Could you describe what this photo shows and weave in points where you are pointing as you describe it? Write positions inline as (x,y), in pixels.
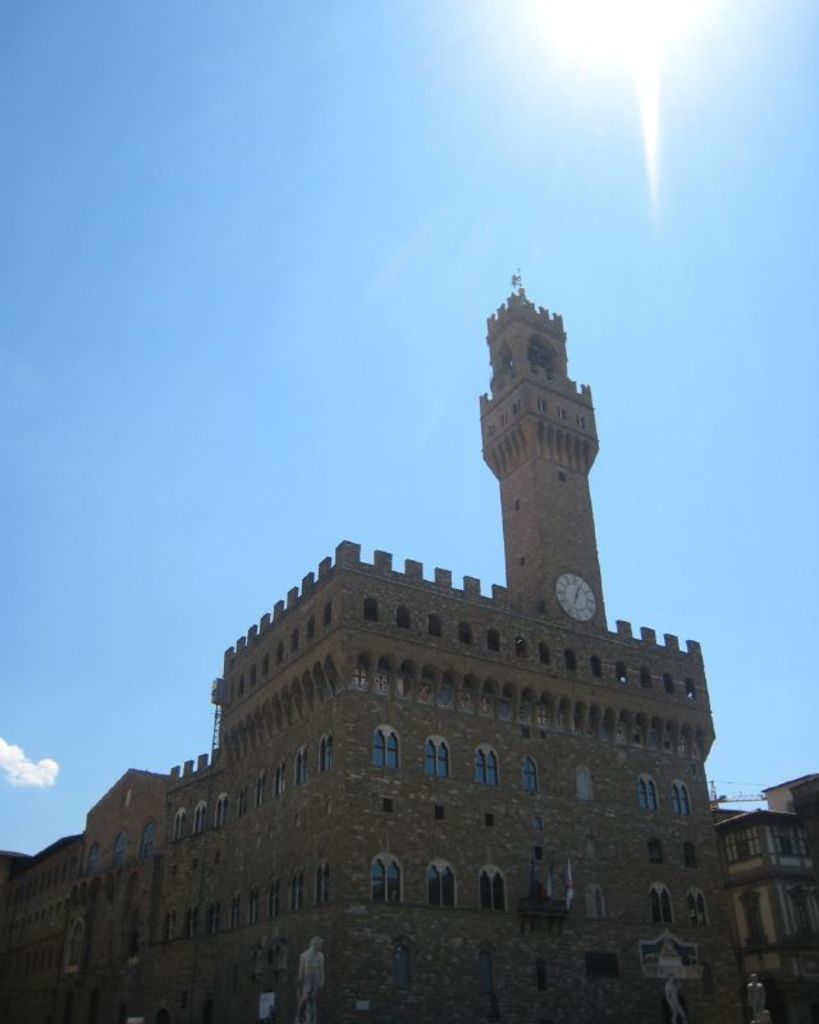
In this picture I can see there is a building (507,579) here and there is a tower (548,608) here with a clock (579,598) and the sky (184,372) is clear.
